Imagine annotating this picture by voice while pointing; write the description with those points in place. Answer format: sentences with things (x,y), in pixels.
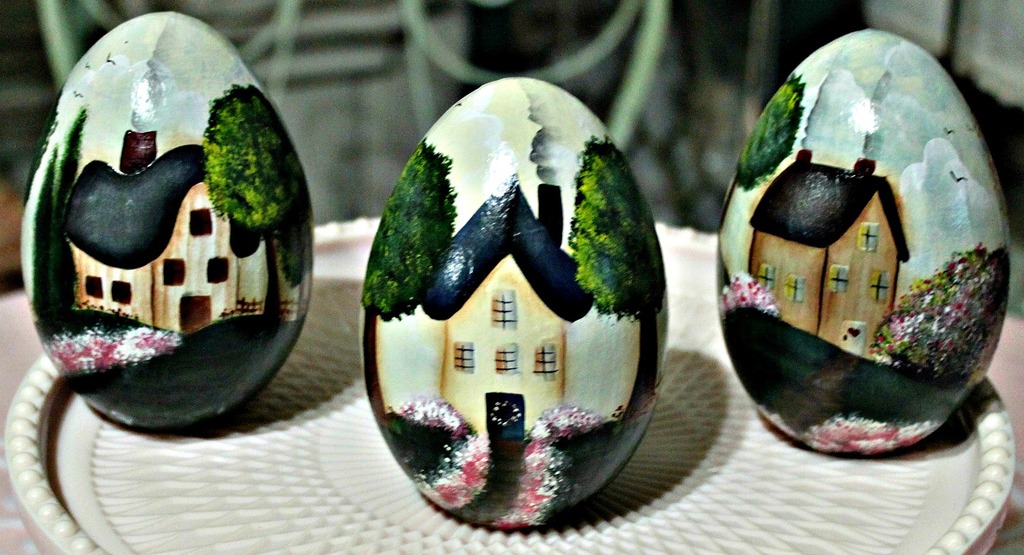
In this image I can see three eggs (248,170), on the eggs (183,185) I can see a building (174,195), trees (257,217), flowers (155,341) painted and these eggs (206,413) are in the plate (234,474) and the plate (190,506) is in white color.
